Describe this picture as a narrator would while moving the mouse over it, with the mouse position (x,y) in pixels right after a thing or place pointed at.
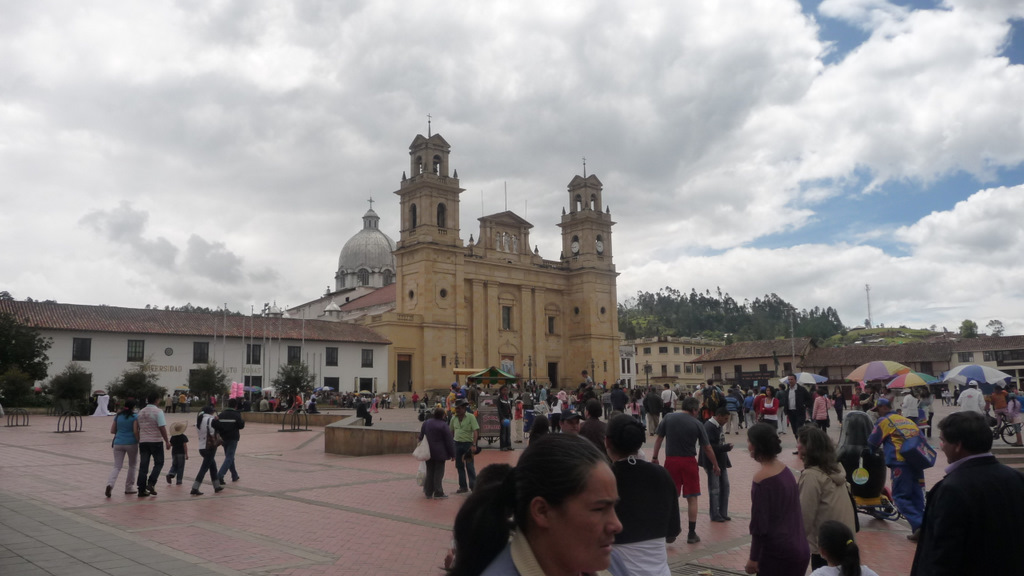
In front of the image there are people (687,455) walking. There are tents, stalls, plants (80,370), trees (41,349), buildings (468,314), poles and a tower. At the top of the image (443,66) there are clouds (733,89) in the sky (871,202).
